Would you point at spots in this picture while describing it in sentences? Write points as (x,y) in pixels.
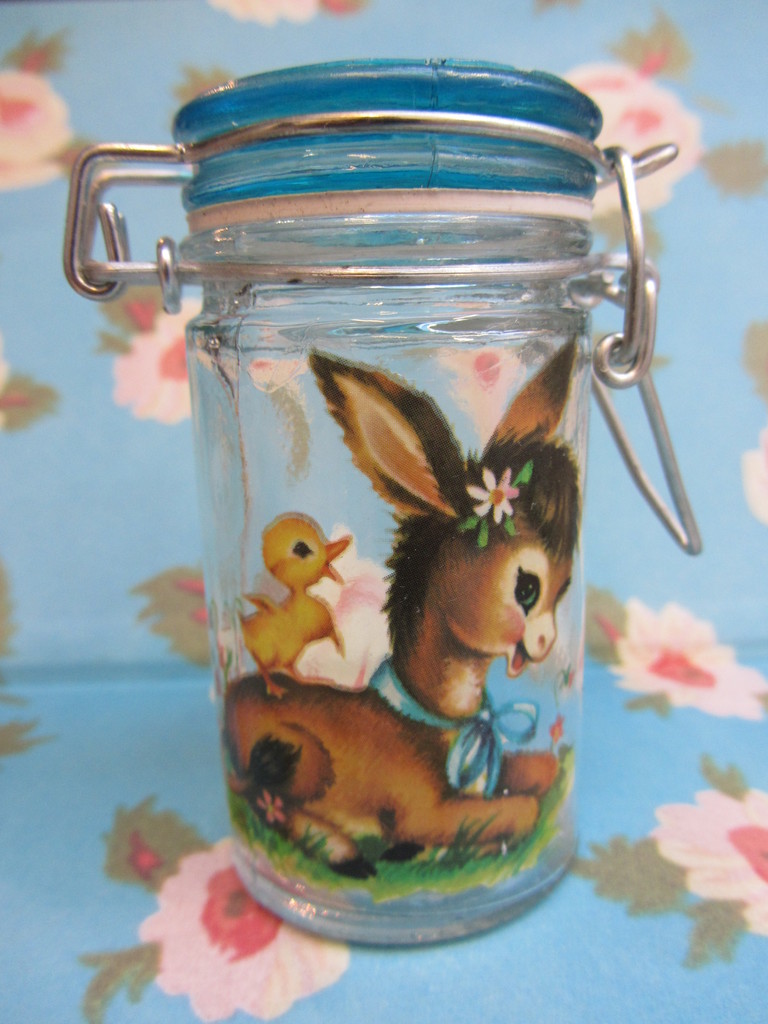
In this image we can see a glass container (491,809) with some animal paintings (387,736) on it. In the background (24,663), we can see flowers paintings (654,610) on the blue color surface (123,718).
